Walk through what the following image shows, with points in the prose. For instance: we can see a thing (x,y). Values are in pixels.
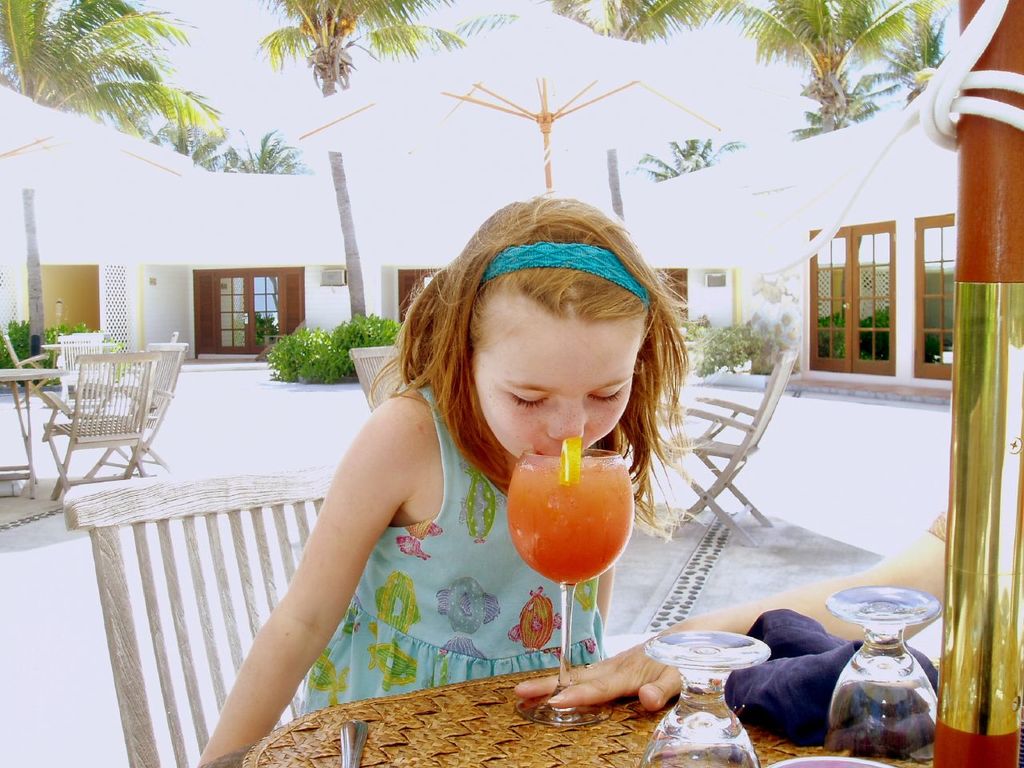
In this image, girl (524,370) is drinking juice (556,502). Right side (926,568), we can see human hand (755,617). Few items (934,606) are placed on the wooden table (532,733). We can see so many chairs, tables (18,375) in the middle (370,348). On right side (940,322), there is a glass doors (857,314), wall (775,303), plants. And the background (80,307). Cream color wall (127,269) on the left side (78,285). Trees (191,152) and sky (259,110), umbrella (441,111) we can see here.
